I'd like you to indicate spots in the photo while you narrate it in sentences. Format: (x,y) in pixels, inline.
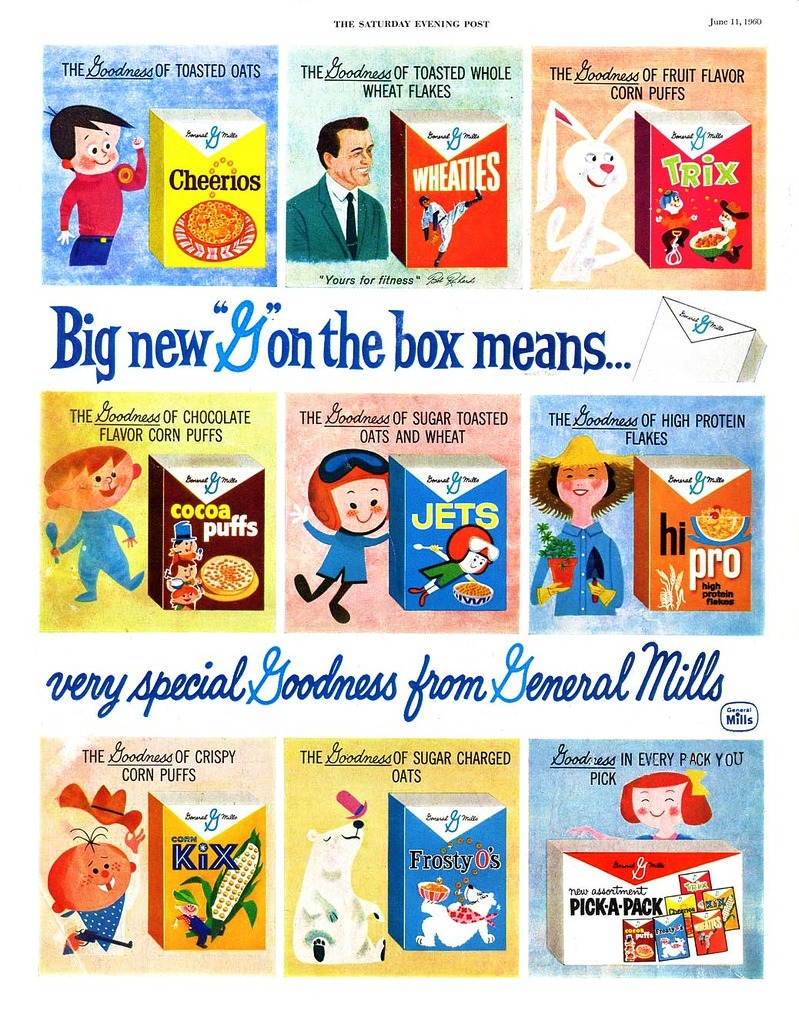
In this image we can see a poster (388,370). On the poster (350,174), we can see the cartons (336,174), boxes (407,216) and some text (564,362).
